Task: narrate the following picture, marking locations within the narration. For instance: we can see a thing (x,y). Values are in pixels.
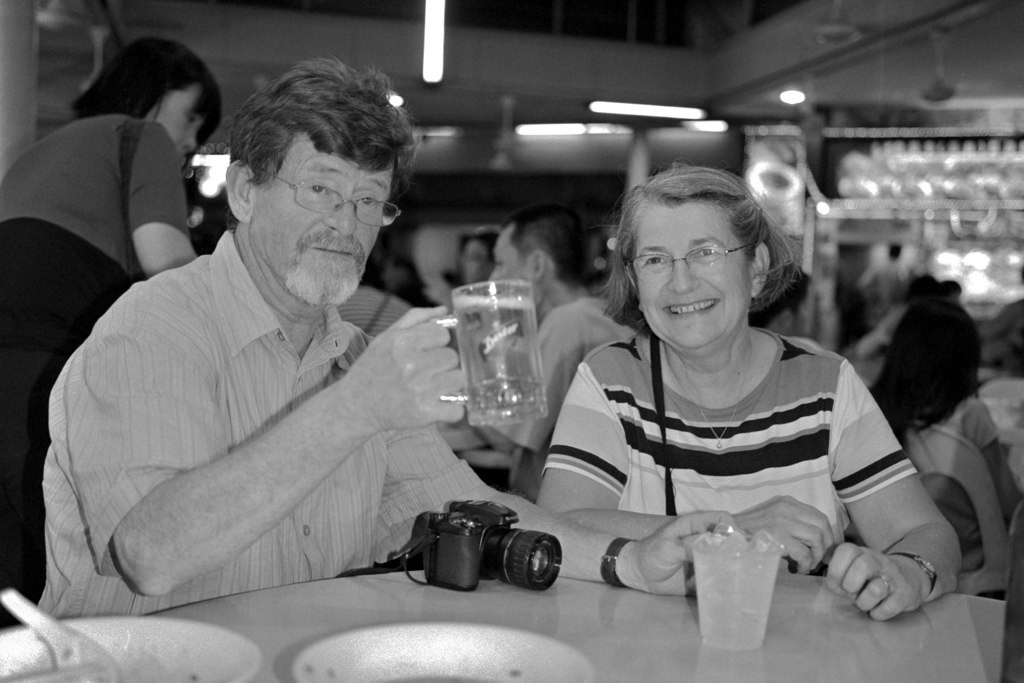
In this, a man (237,418) and a woman (759,456) sitting side by side smiling. Man (312,213) is holding a mug (476,309) of beer (477,308). He wears a shirt (233,365) and he has a goatee (332,289). He wears spectacles (310,200). He has a camera (435,535) in front of him on the table (400,577). Woman (713,309) wears T shirt (683,452). She too wears spectacles (721,252). She has short hair (768,285) and she smiles showing her teeth (697,306). There are people (944,364) behind them and the lights (645,112) at the top (621,110).
